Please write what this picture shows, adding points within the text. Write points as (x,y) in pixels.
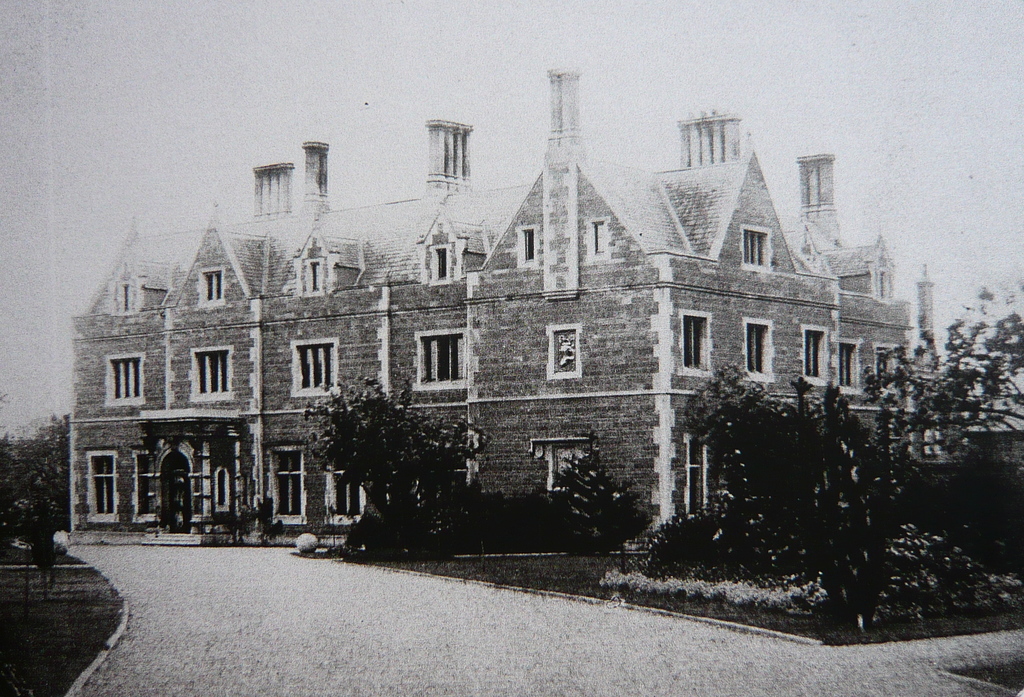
This is a black and white image. In this image there is a building (624,303) with walls (535,337), windows (424,340) and roofs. In front of the building (354,521) there are trees (369,518) and plants (369,518). And also there is a road (282,648).
